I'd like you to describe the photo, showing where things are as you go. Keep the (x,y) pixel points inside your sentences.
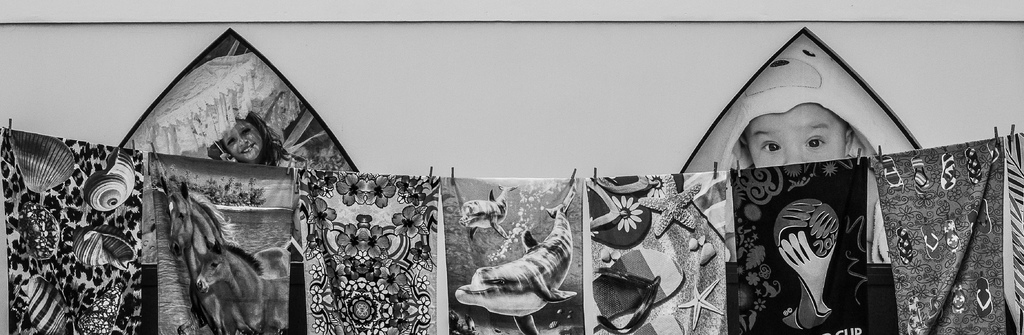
In the image there is bed sheet (45,250) on a rope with clips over it and behind it there is wall (624,32) with two baby photos (226,80) on either side of it, this is a black and white picture.
